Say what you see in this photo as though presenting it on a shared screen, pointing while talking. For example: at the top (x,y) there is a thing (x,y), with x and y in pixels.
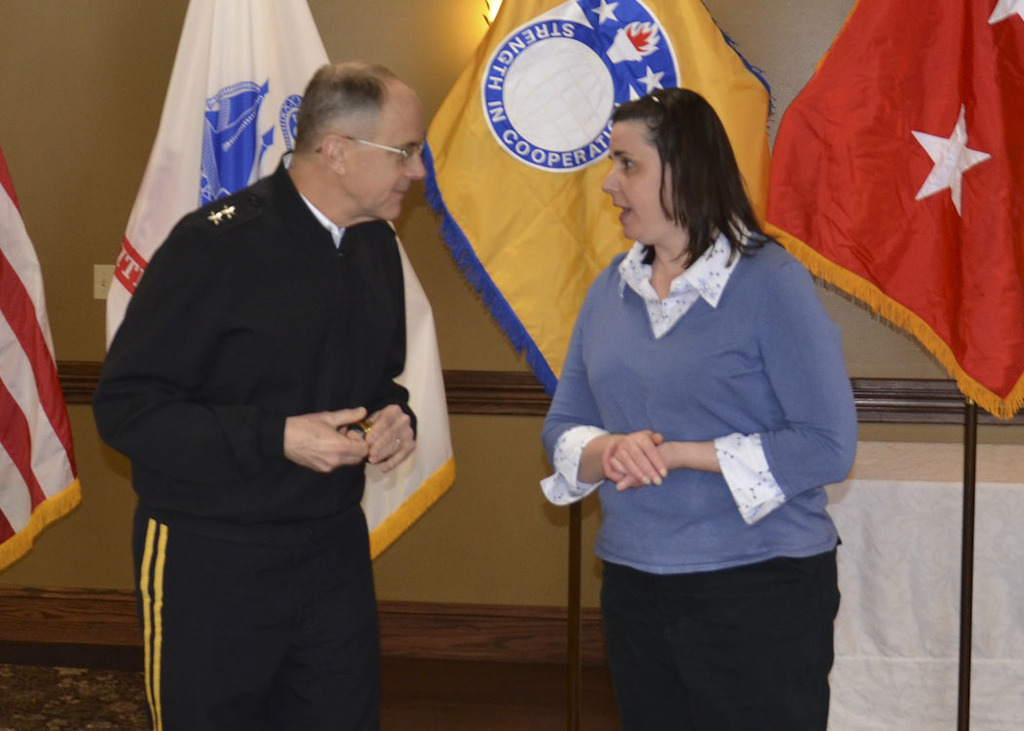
In this image I can see two people (558,427) with different color dresses (776,547). In the background (40,503) I can see the colorful flags (1,256) and I can see the wall (410,568).
